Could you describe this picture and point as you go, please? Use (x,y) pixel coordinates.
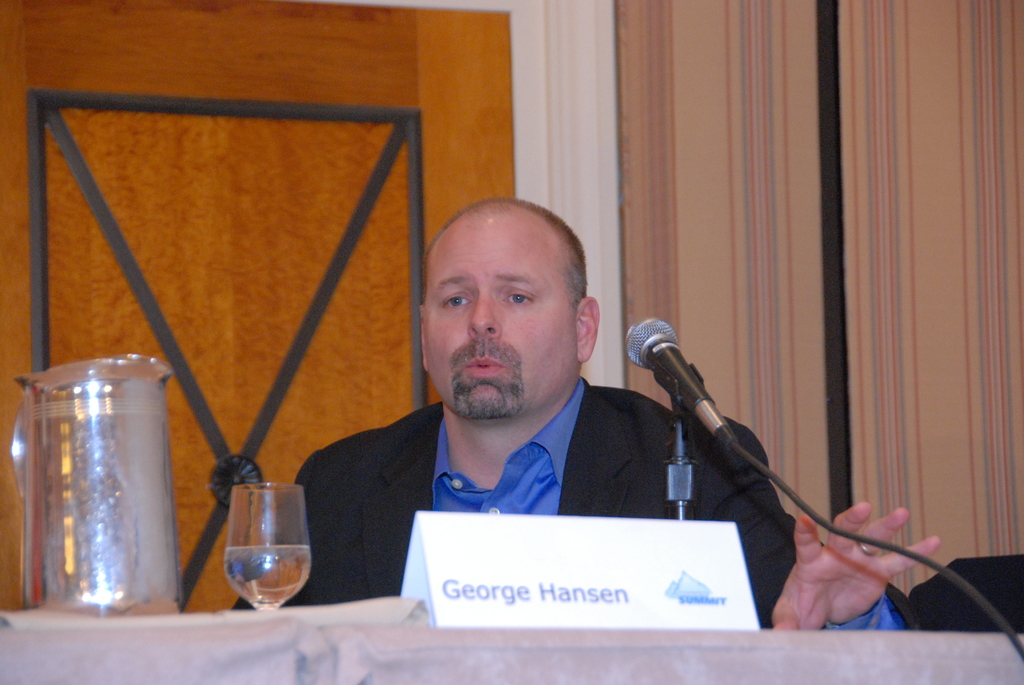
In this picture I can see a table (247,638) in front (260,670) on which there is a name board (503,536), a jar (53,465), a glass (301,509), a tripod (678,465) on which there is a mic (704,406) and behind the table (349,631) I can see a man (511,482) who is wearing formal dress (637,424). In the background (237,350) I can see the wall (818,222).
